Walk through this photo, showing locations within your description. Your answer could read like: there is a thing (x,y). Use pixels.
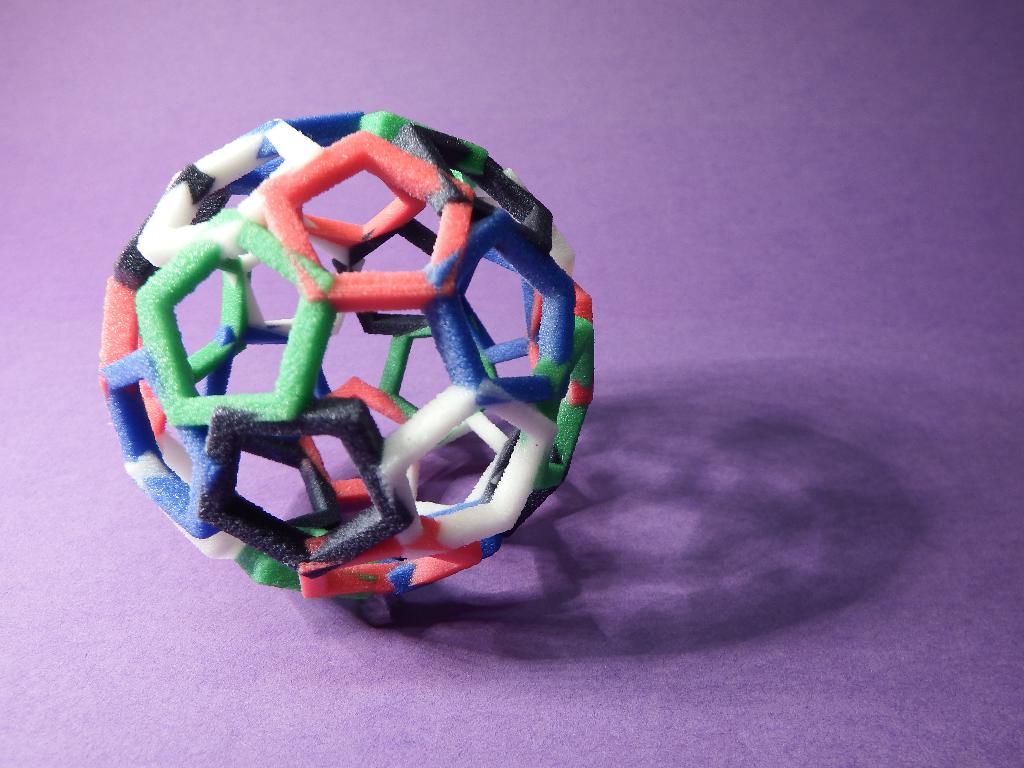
On the left side of the image (237,317) we can see a pentagonal ball (324,298) is present on the surface (827,477).
